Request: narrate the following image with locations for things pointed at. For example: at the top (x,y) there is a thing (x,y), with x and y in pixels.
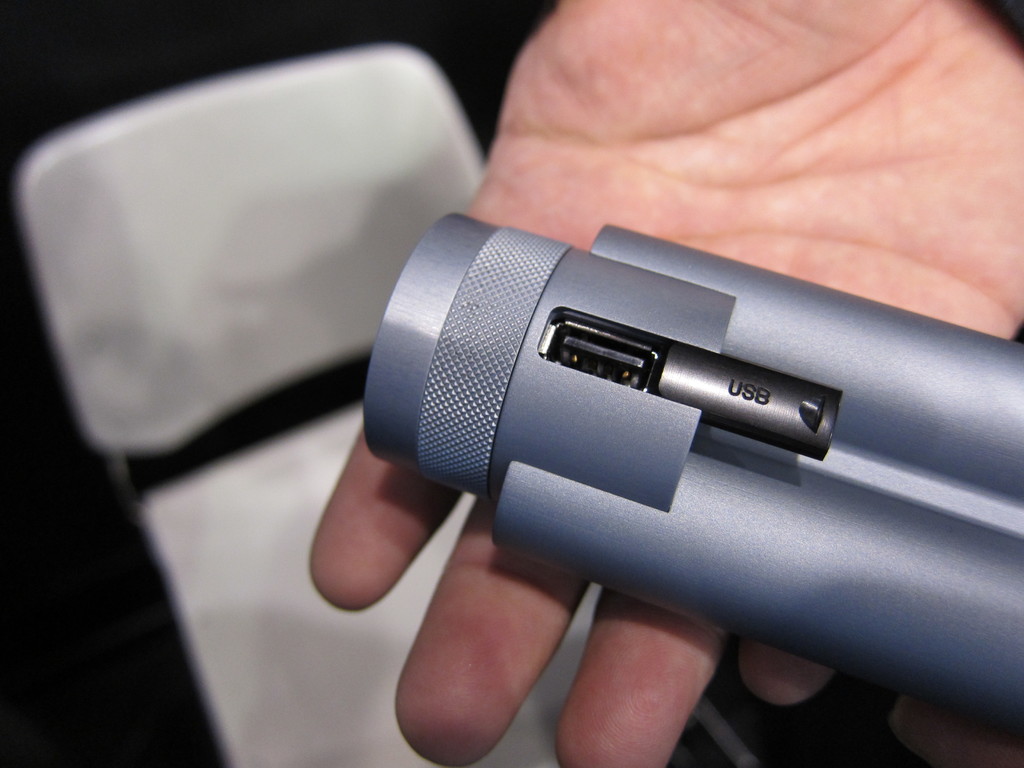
In this image there is an object (448,421) in the hand (633,220) of a person (635,89) and there is a chair (375,642).
